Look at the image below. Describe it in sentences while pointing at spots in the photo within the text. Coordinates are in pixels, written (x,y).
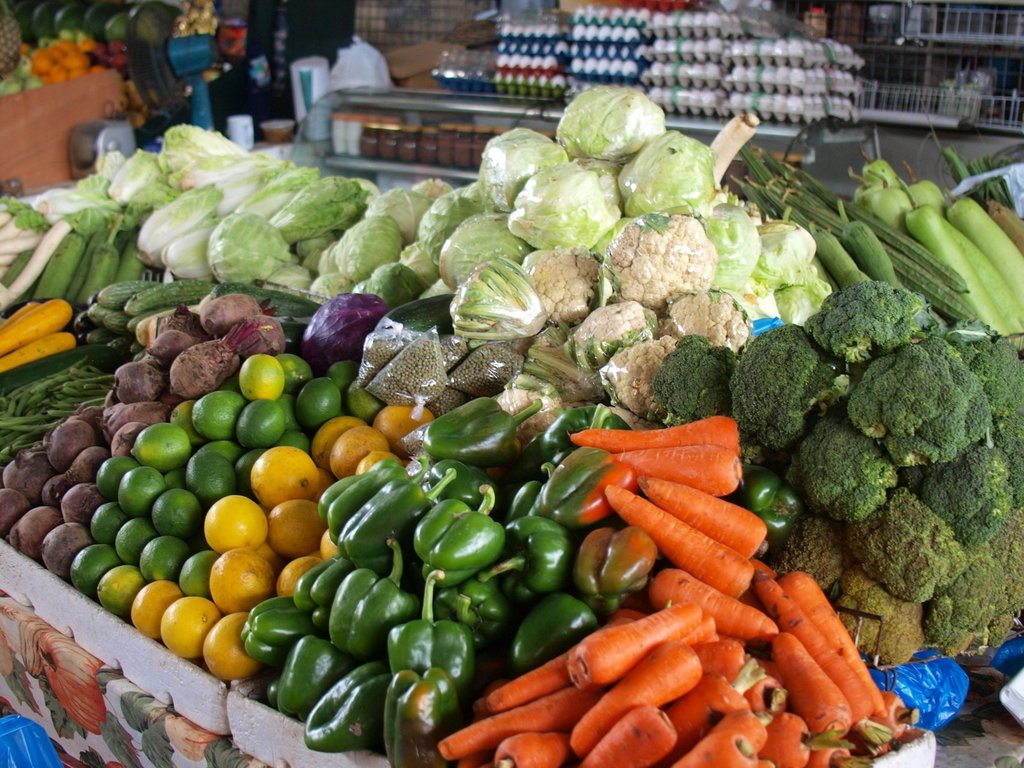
In the image there are carrots (711,559), broccoli (772,442), bell pepper (560,542), lemons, beetroots (92,463), cabbage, ridge gourd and many vegetables (732,309) on the table (34,683) and behind there are egg trays (647,61) on a table (458,117) with many groceries (839,5) behind it.
